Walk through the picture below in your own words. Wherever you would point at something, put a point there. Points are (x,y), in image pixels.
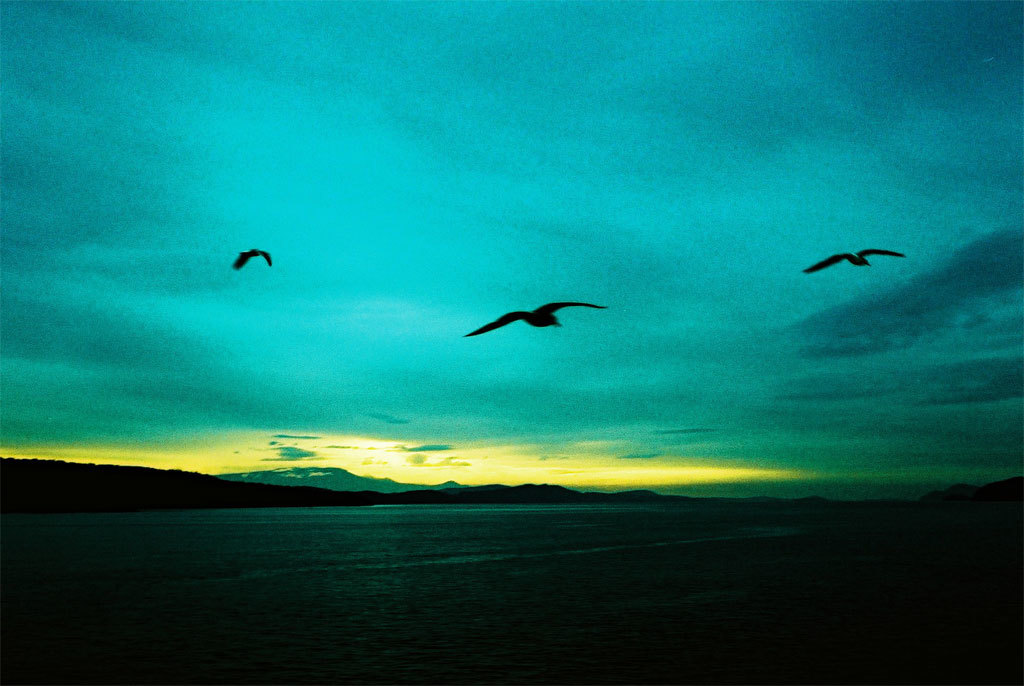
In this picture I can see the water (652,550) in front (695,655) and in the center of this picture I can see 3 birds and in the background (43,169) I can see the sky (369,213). I see that this picture is a bit in dark.
